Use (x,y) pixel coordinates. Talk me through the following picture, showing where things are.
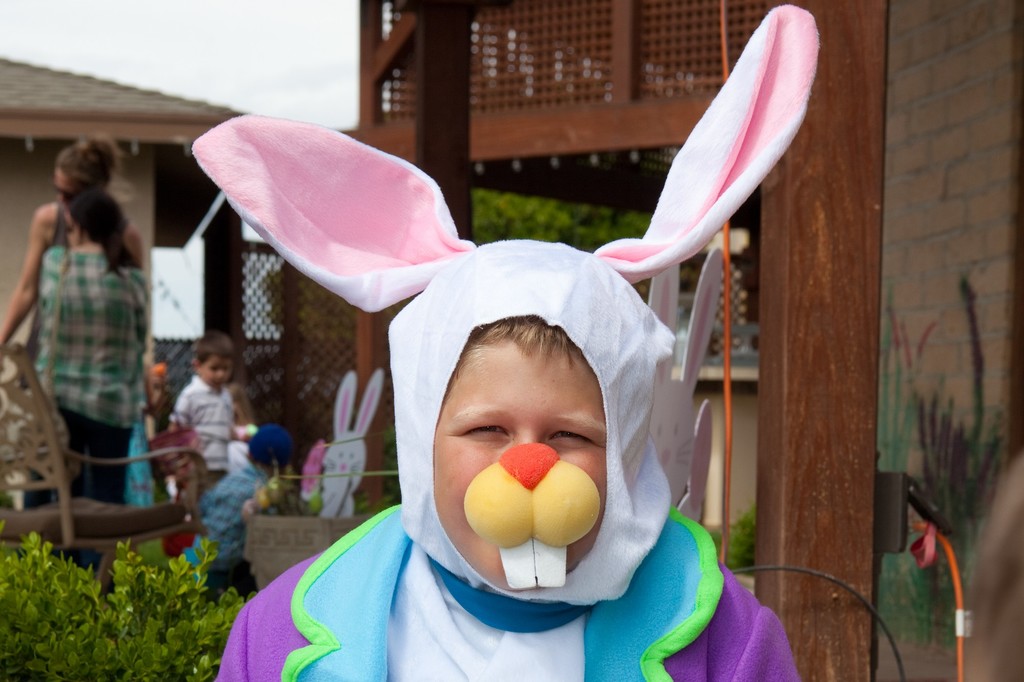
In this picture I can see a boy (498,577) at the bottom (559,612), he is wearing the costume (601,570), in the bottom left hand side (141,625) there is a plant (117,629). In the background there are wooden houses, on the left side (90,437) a woman (138,363) is standing near the chair (113,505), beside her I can see two kids (274,462).
